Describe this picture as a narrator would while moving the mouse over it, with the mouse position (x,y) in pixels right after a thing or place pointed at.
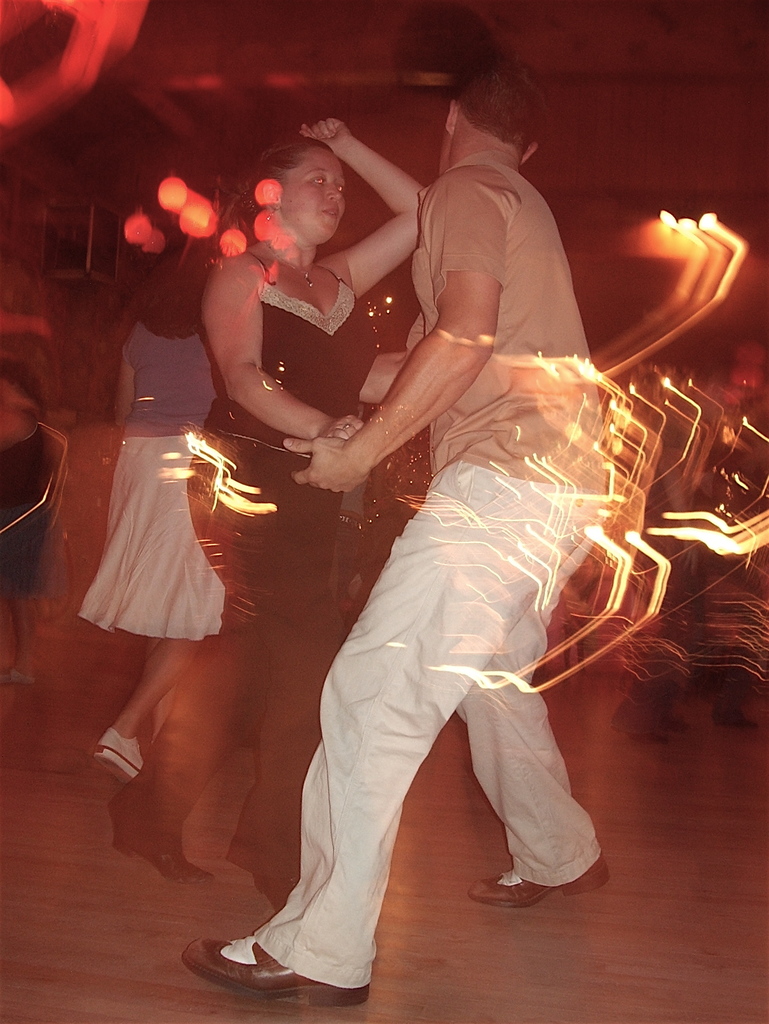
In this image we can see there are two persons (435,552) are dancing on the floor (424,893), beside this person (329,394) there is another girl (153,565) walking. The background (70,331) is blurred.
